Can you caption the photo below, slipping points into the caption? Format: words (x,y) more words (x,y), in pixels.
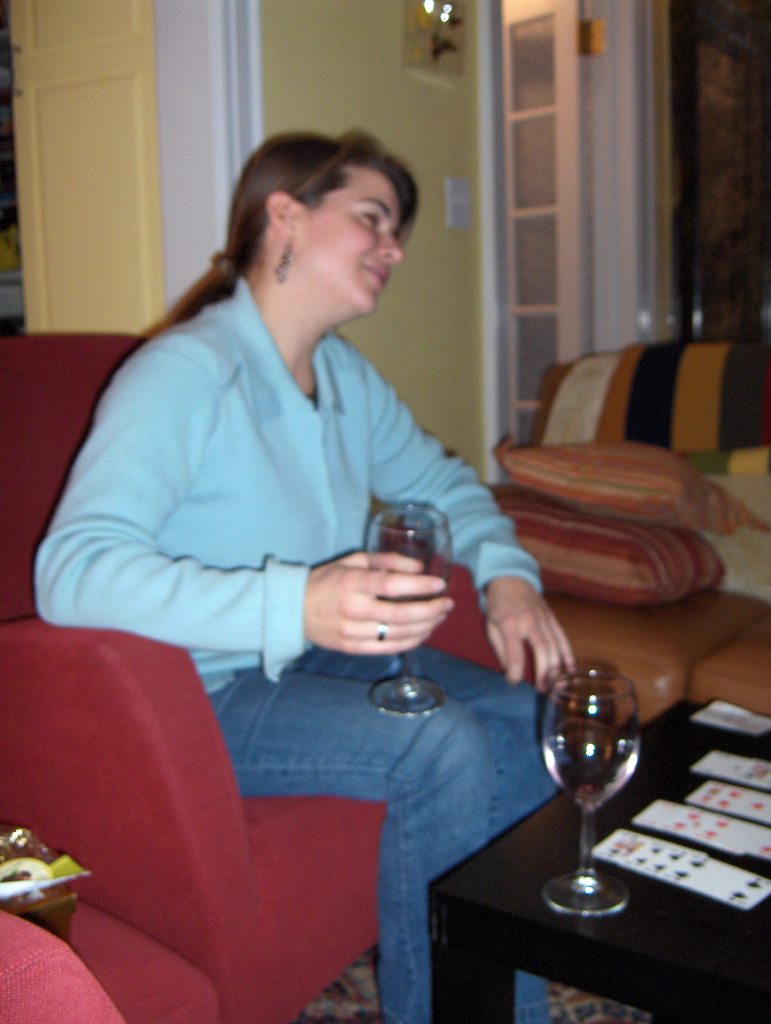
There is a woman (281,544) sitting on chair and holding a glass (446,539), in front of this woman (438,579) we can see glass (577,902) and cards (762,802) on the table (540,878) and we can see pillows (579,445). In the background (333,40) we can see wall (366,43) and doors (521,125).
